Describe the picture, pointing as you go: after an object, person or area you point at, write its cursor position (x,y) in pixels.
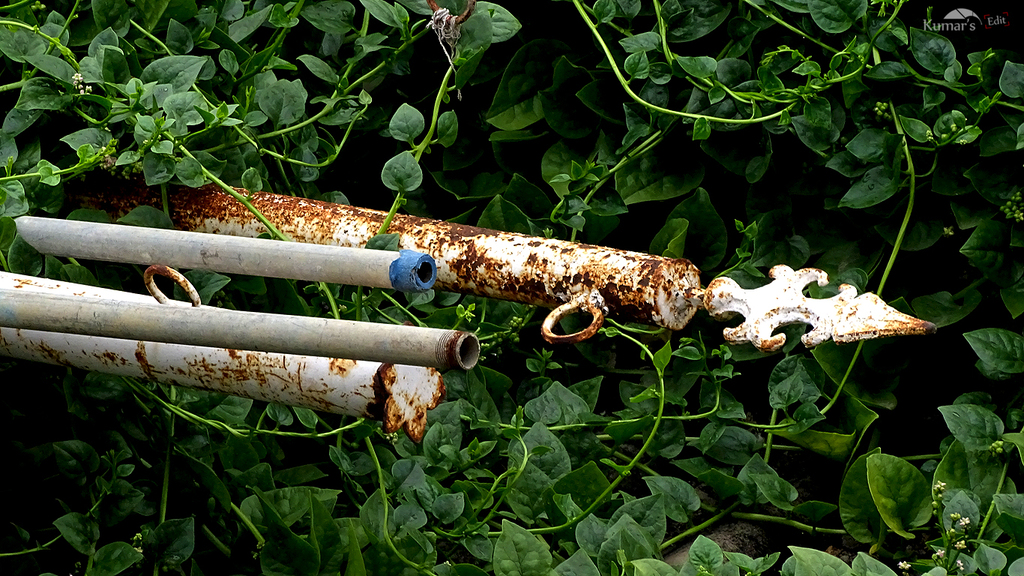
In the center of the image (497,286) there is a rod (196,239). In the background of the image (433,206) there are plants (495,477).
